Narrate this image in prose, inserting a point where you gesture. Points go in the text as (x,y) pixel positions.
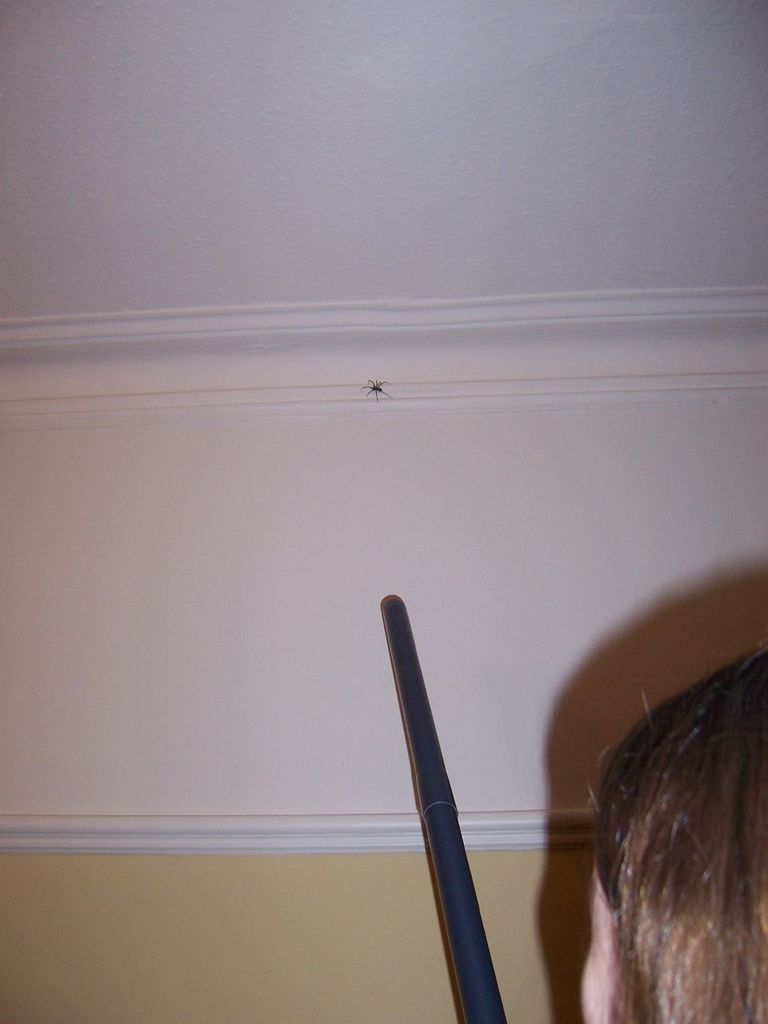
In this picture we can see a person's head (670,875) and a stick (457,883) in the front (465,894), in the background (279,704) there is a wall (311,583), we can see a spider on the wall (375,401).
